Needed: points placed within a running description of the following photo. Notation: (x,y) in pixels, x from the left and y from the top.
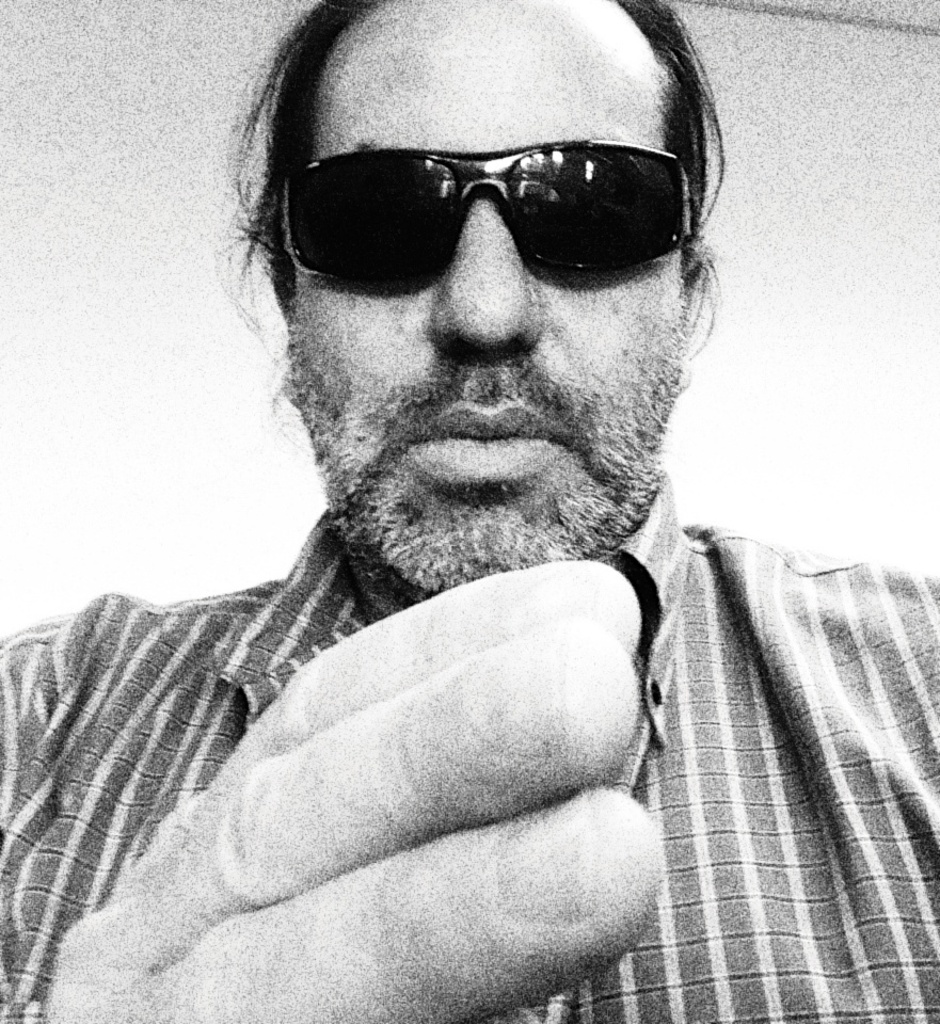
In this black and white picture there is a man (355,501). He is wearing sunglasses (462,222).
